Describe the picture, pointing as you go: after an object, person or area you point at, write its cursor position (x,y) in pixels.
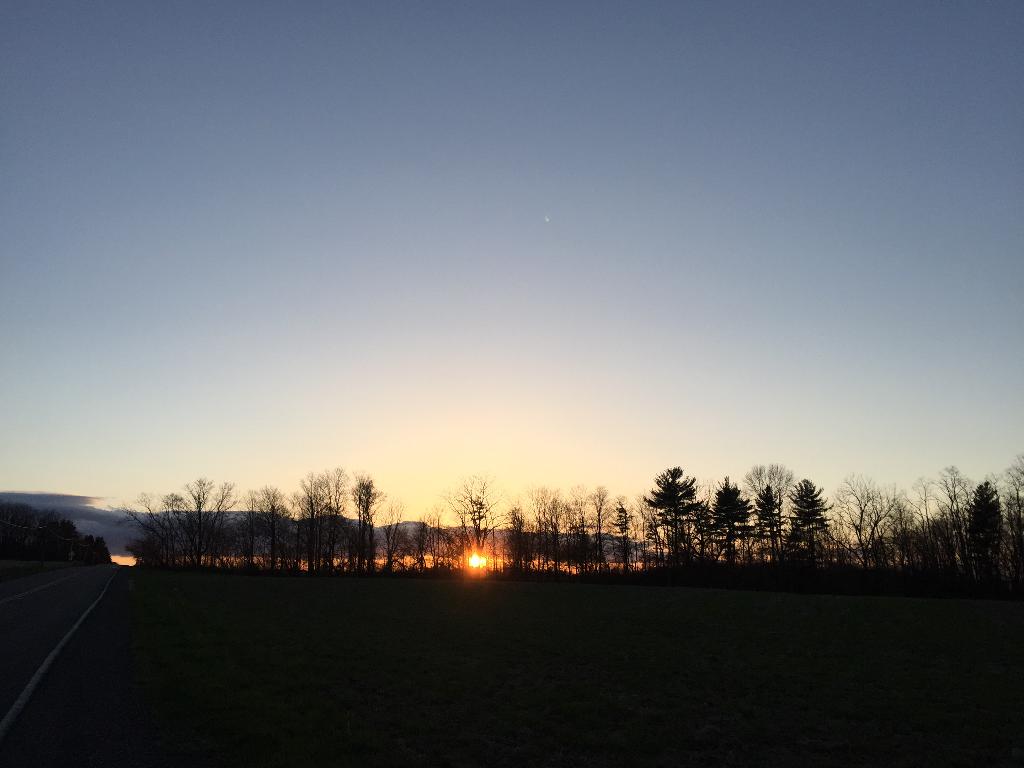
In this image we can see there is a grass (297,618), road (100,581), trees (508,534), clouds (376,533) and the sky (596,253).
